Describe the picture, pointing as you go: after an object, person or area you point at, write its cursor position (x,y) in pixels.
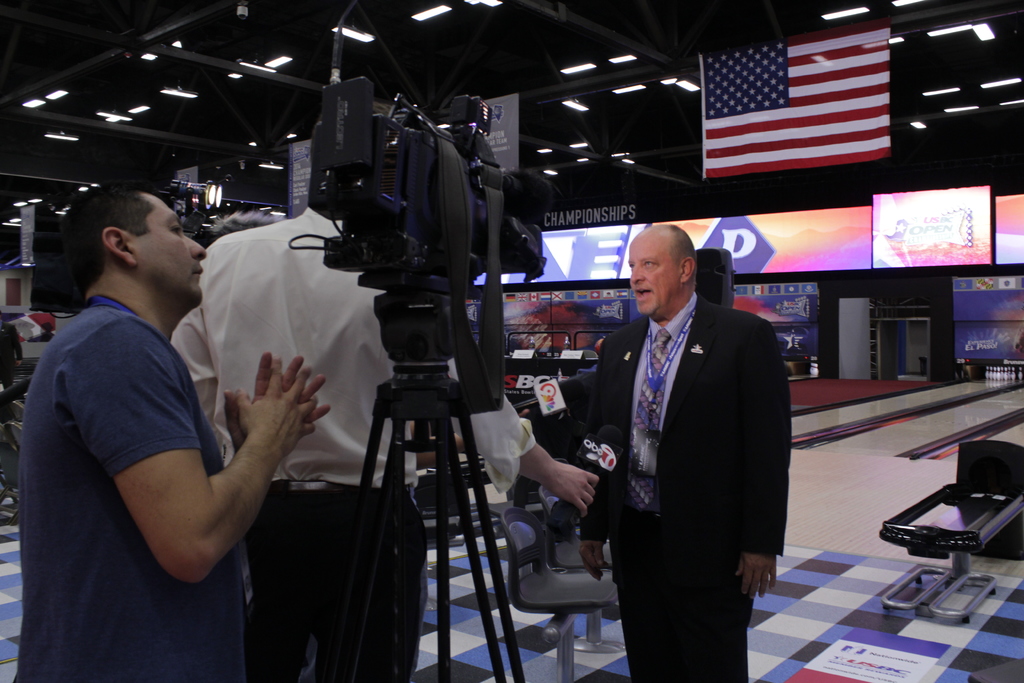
In this image we can see a tripod (395,306) and camera (406,266). Behind the camera (360,234) one man (310,283) is standing. He is wearing white shirt (341,354), black pant (337,531) and holding mic (612,444) in his hand (578,484). Left side of the image (162,444) one man (133,589) is standing who is wearing t-shirt (122,555). Right side of the image (715,315) we can see one more man (730,402) is standing. He is wearing black color coat (704,478) and pant (661,566). Background of the image (778,89) one flag (747,94) is attached to the roof (496,39), screens (751,218) are there and we can see gaming area (972,411).
